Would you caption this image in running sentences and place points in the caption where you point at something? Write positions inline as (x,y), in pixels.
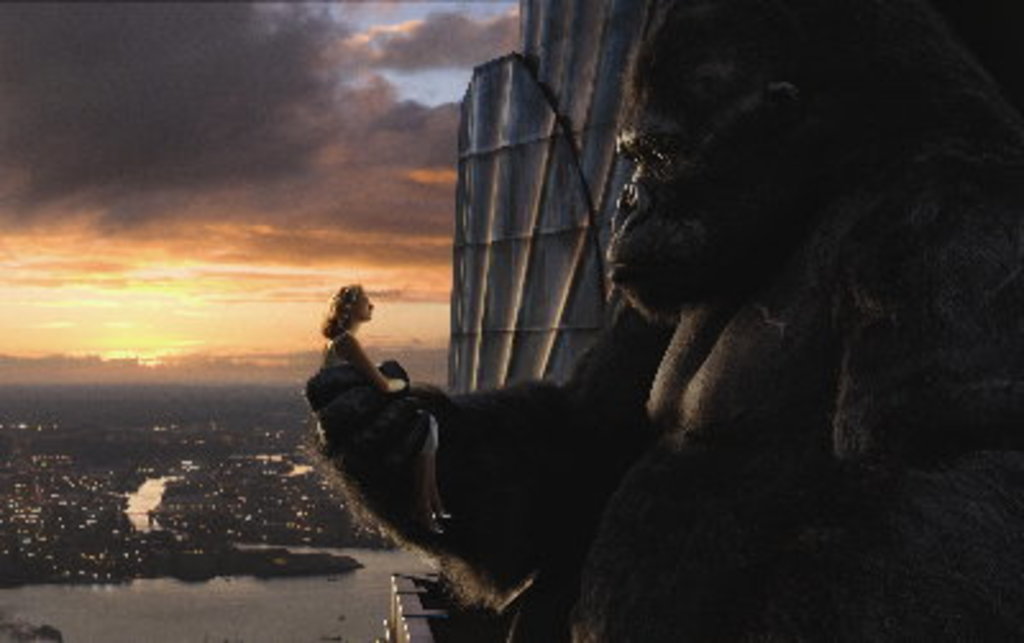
In this image we can see an animal (648,417) holding a lady (430,463). In the background (605,244) there is a building (619,169) and we can see sky (180,146). At the bottom (336,600) there is water (258,587).
